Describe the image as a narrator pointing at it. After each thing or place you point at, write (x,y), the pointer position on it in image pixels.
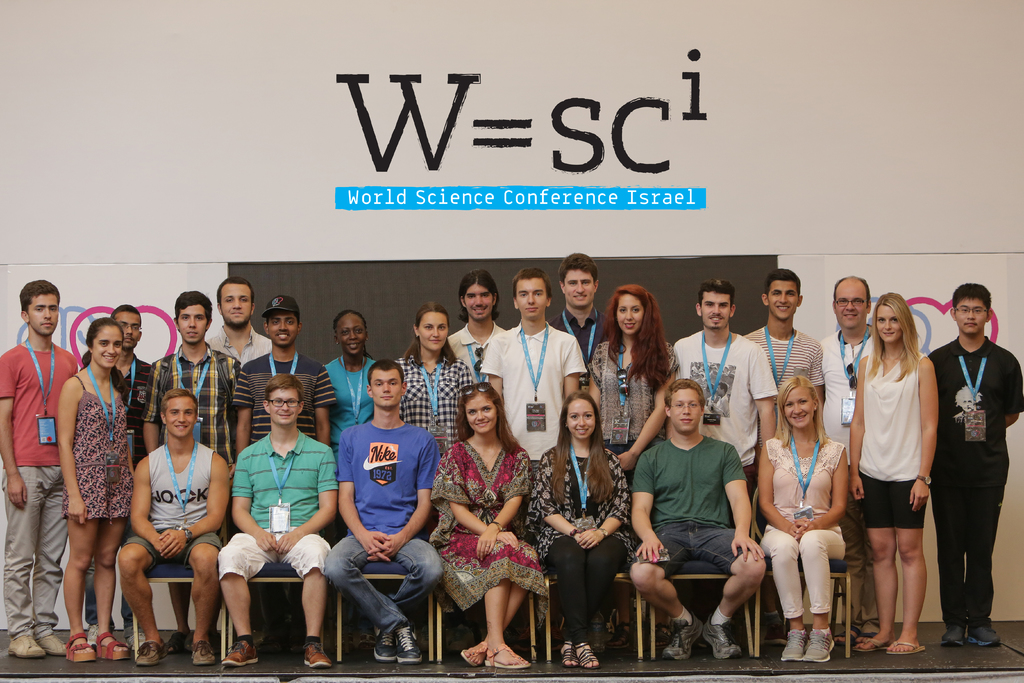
In the center of the image (382,441) we can see a few people (349,482) are sitting on the chairs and few people (869,445) are standing. And we can see they are smiling, which we can see on their faces (574,428). In the background (415,161) there is a wall (8,211), banners (556,207), black board (332,284) and a few other objects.
